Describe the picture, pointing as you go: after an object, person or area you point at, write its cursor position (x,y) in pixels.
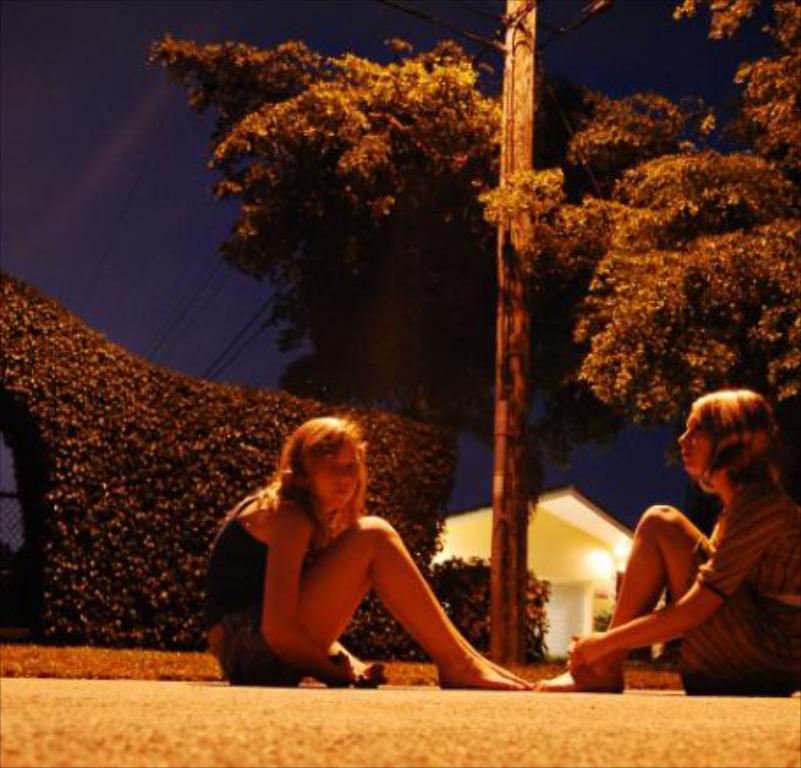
In this image, we can see two persons (721,515) wearing clothes (761,532) and sitting on the road (409,722). There is a street pole (511,331) and branch (636,187) in the middle of the image (334,354). There are some plants (402,504) on the left side of the image (176,471). There is a sky (308,21) at the top of the image (301,17). There is a house (576,511) in the bottom right of the image (580,577).
